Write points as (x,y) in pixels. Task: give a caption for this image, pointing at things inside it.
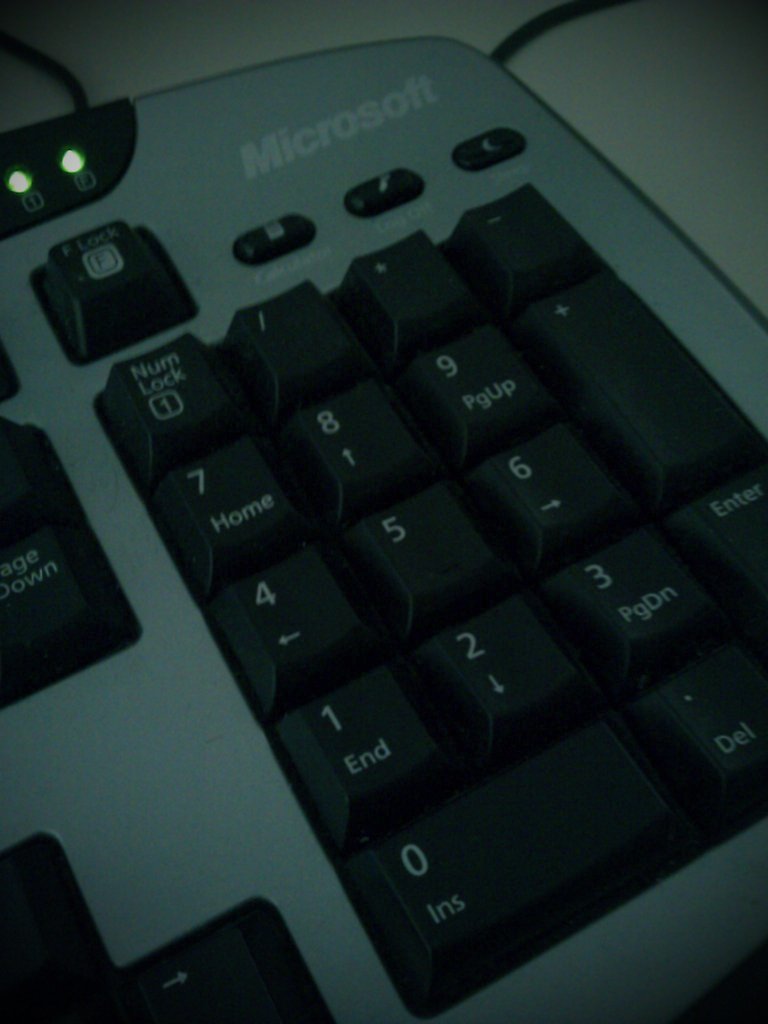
In the image there is a keyboard (329,334) on a table (586,111).
